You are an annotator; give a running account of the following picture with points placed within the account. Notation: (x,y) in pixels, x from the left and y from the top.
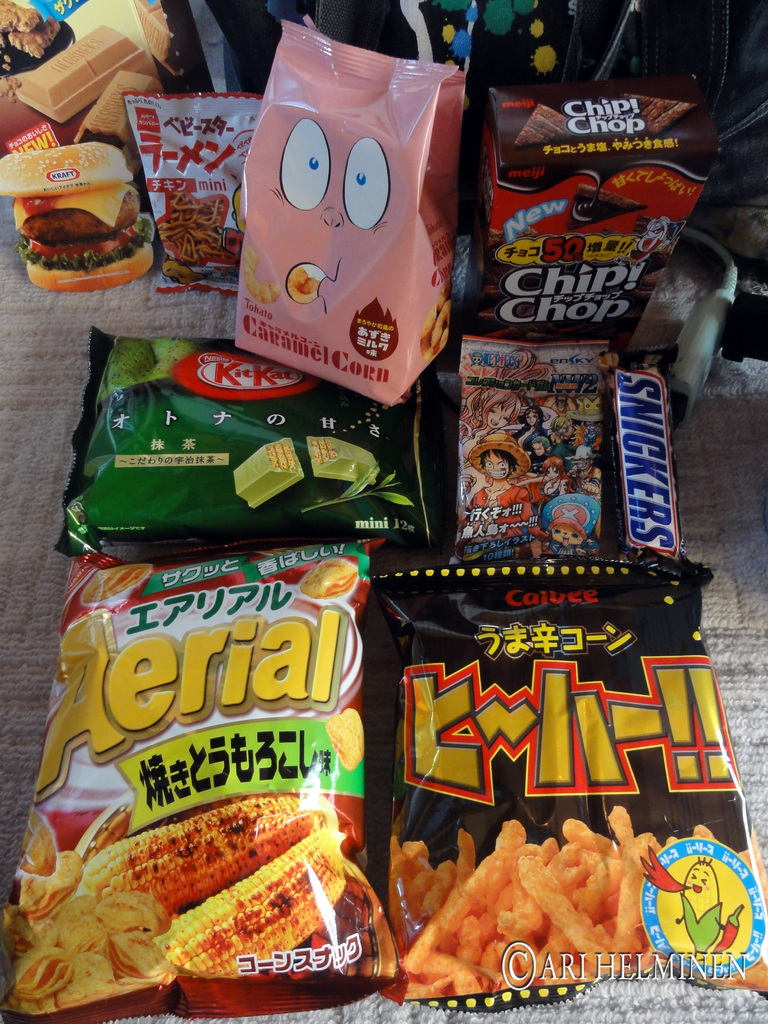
In this image there are some packaged food items (444,668) with some text (266,757) on it are placed on the mat (720,507).
